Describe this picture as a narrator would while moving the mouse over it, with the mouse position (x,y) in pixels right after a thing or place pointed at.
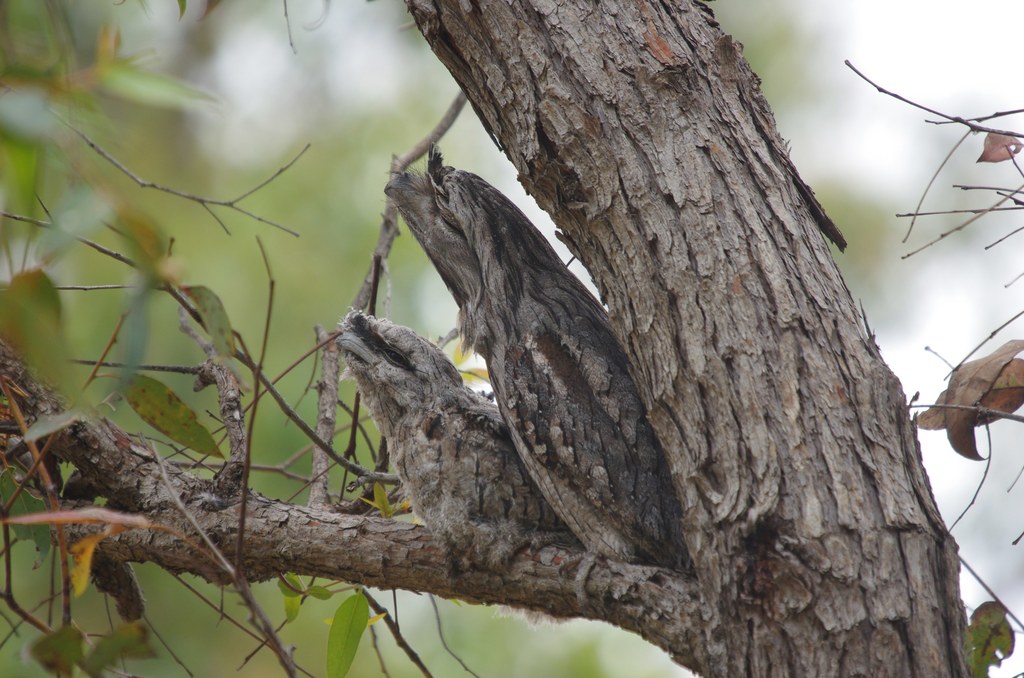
In this image we can see birds (497,445) on the branch (301,534) of a tree (723,499) and we can see blurred background (172,124).
